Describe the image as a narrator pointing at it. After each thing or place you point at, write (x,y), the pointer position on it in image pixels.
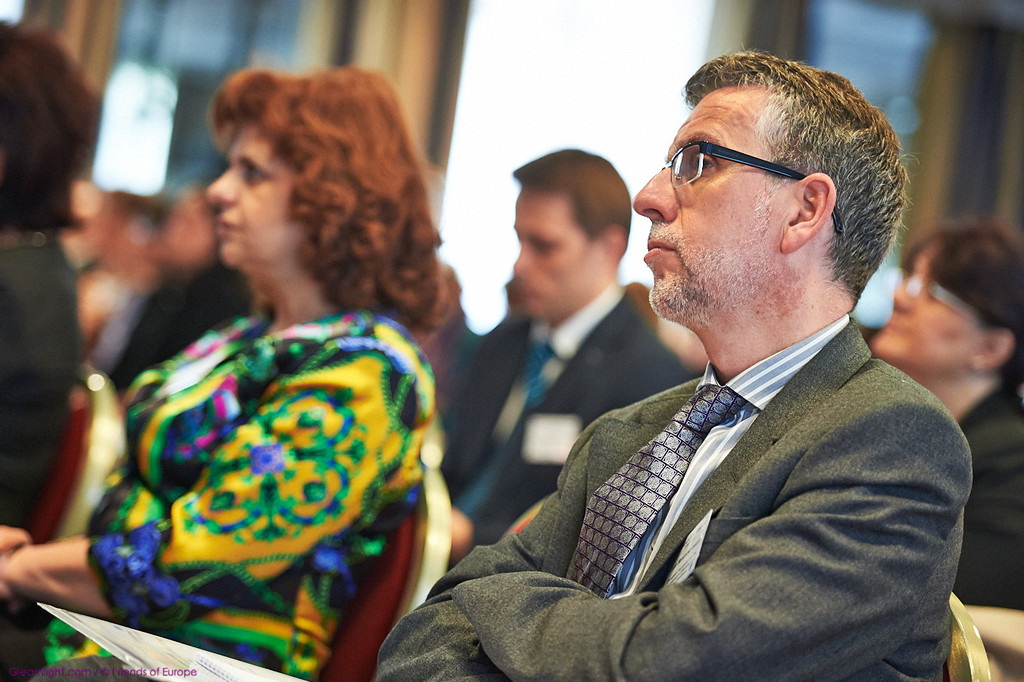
In this picture we can see a group of people (515,368) sitting on chairs (68,482). Behind the people (419,333) there is the blurred background (943,17) and on the image there is a watermark (123,674).
